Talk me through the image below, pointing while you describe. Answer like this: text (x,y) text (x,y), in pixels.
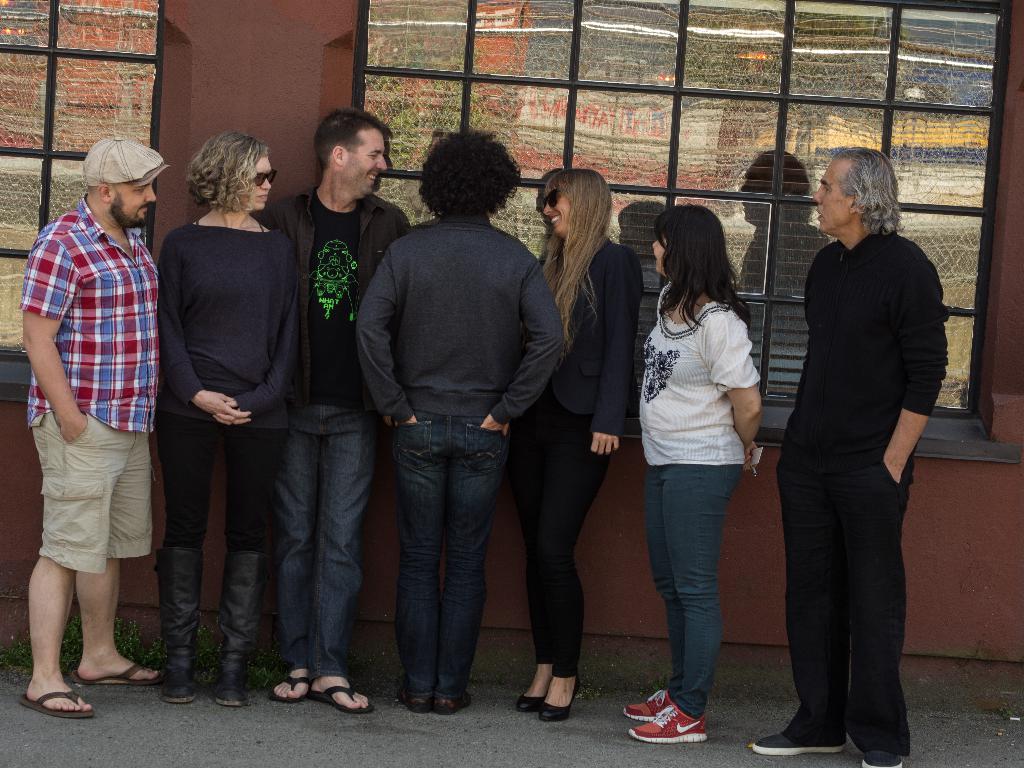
In the picture we can see seven people (689,498) are standing together and looking each other and they are smiling and we can see four men (122,240) and three women (671,496), and behind them we can see a wall (7,405) with glass (16,88) in it.
